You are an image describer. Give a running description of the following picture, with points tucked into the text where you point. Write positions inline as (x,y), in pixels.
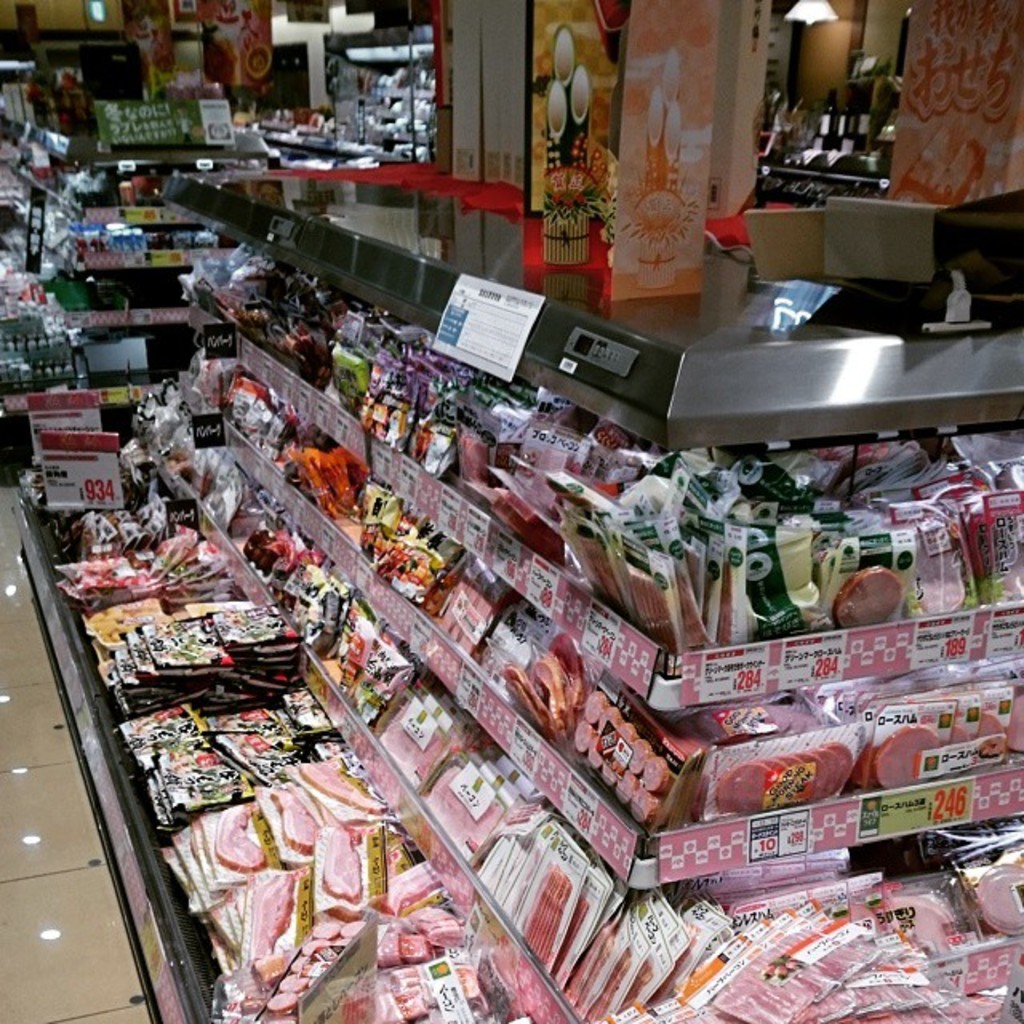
In this image I can see food packets (374,853). There are price boards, there are boxes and there are some objects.
